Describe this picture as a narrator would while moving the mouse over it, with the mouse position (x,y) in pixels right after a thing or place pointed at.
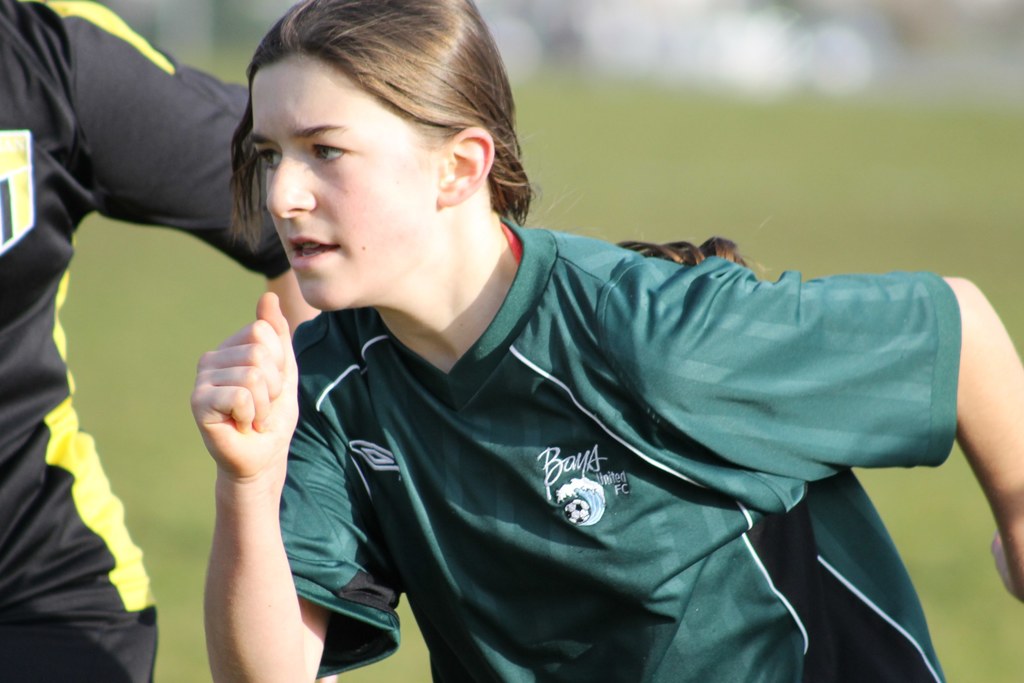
In this image I can see two people (289,309) wearing different color dresses (364,356). Background (899,146) is in green, white color and it is blurred.
